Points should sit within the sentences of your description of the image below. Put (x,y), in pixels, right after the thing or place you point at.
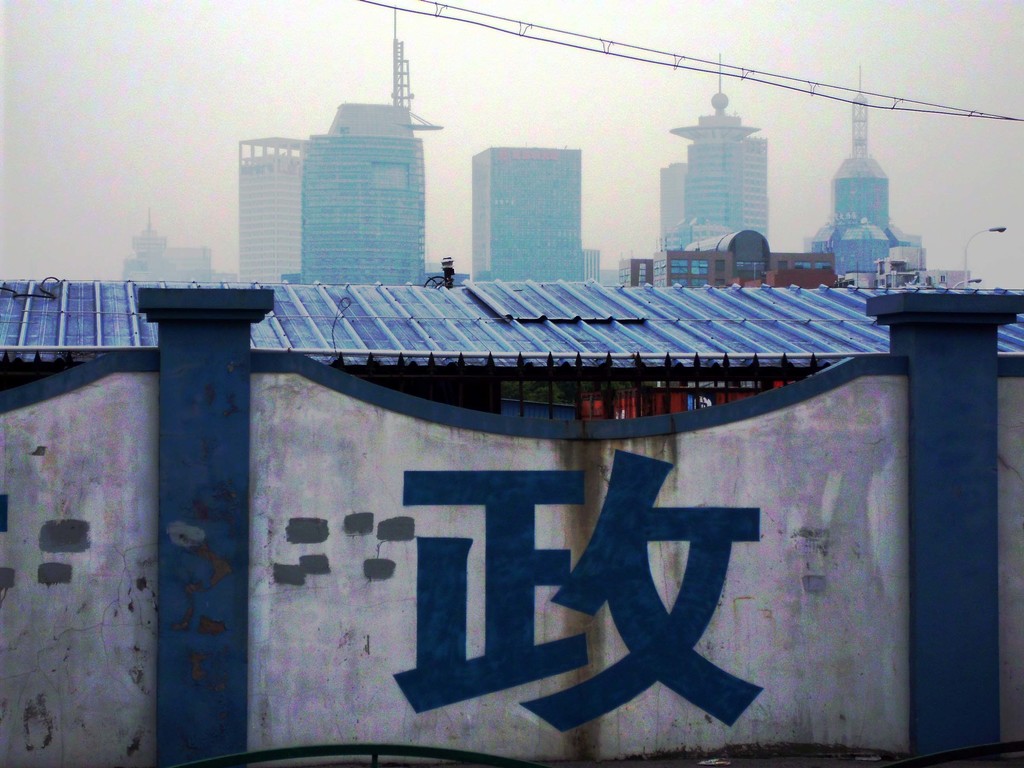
In this image there is a shed (392,322), and at the background (1008,202) there are skyscrapers (326,141), light (987,229) with a pole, sky (336,20).
